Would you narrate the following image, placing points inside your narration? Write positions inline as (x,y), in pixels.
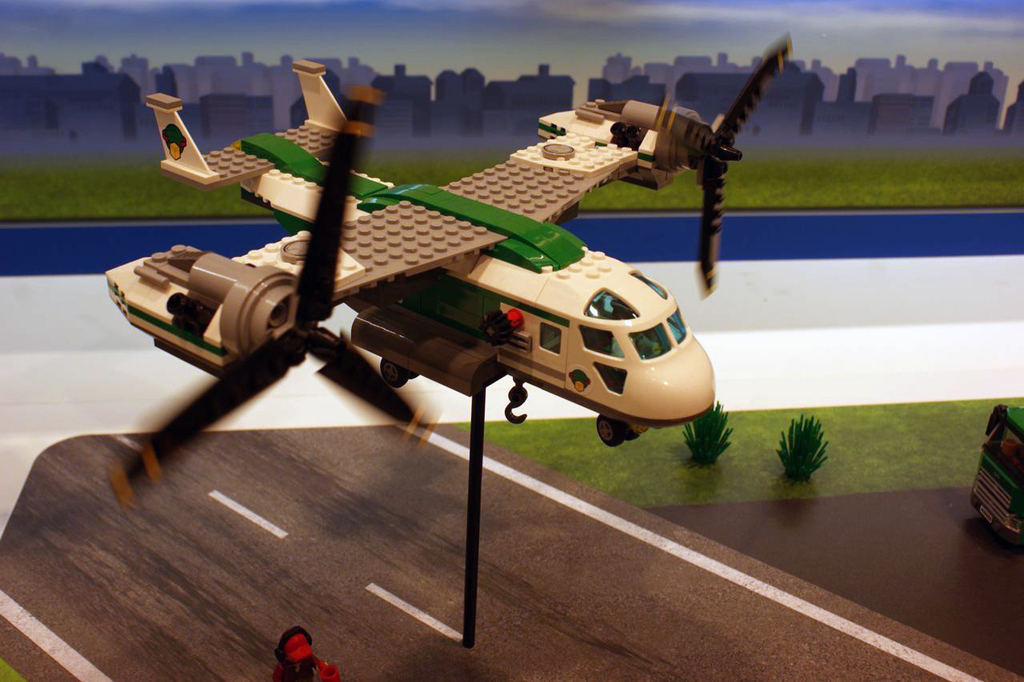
In this image in the center (583,359) there is one toy helicopter (473,274), and in the background (1005,126) there is an animation of some buildings (965,138) and grass (253,213). At the bottom (264,568) there is a road (829,611), plants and some toys (1005,471).
